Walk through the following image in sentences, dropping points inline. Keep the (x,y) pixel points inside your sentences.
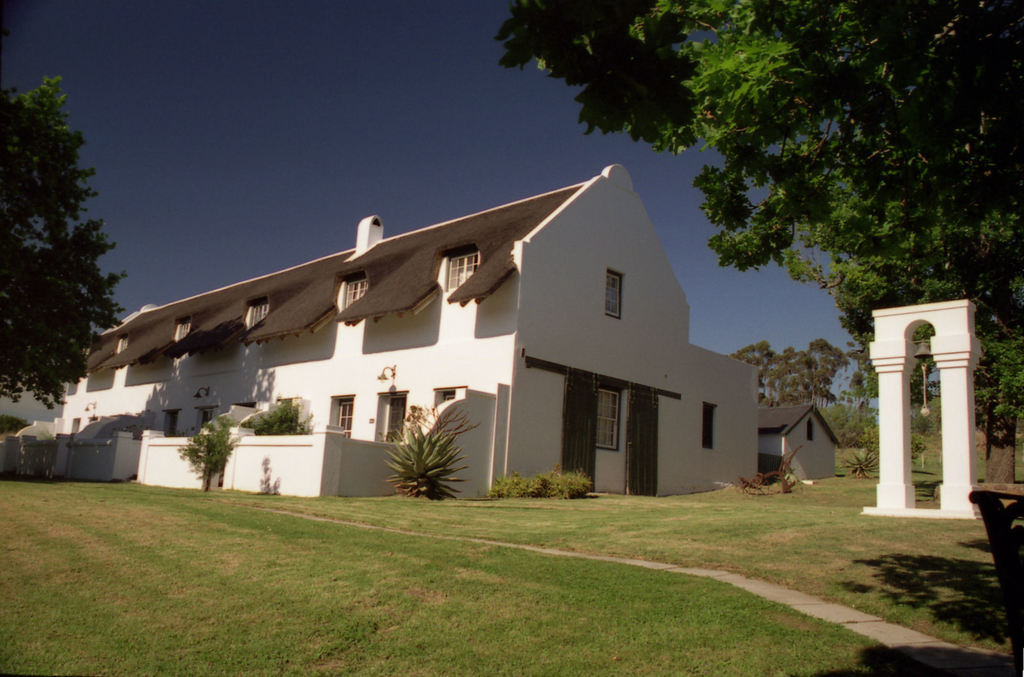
In the image there is a home (394,289) on the grassland (330,588) with trees (17,264) on either side of it and bell (920,345) to a wall (956,319) on the right side (920,353) and above its sky (356,164).
